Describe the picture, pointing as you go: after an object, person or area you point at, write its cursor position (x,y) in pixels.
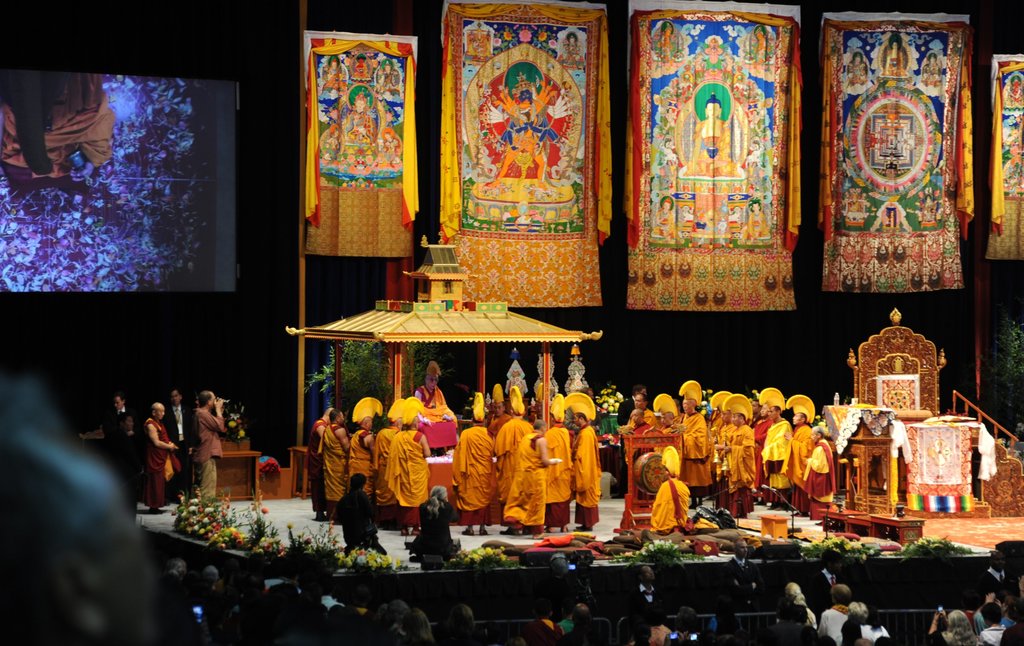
In this image we can see the screen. And we can see people (390,426) on the stage (906,599). And we can see the shed (418,301). And we can see the posters (665,139) of the god (725,134). And we can see the flowers (599,399). And we can see the audience (805,622).
